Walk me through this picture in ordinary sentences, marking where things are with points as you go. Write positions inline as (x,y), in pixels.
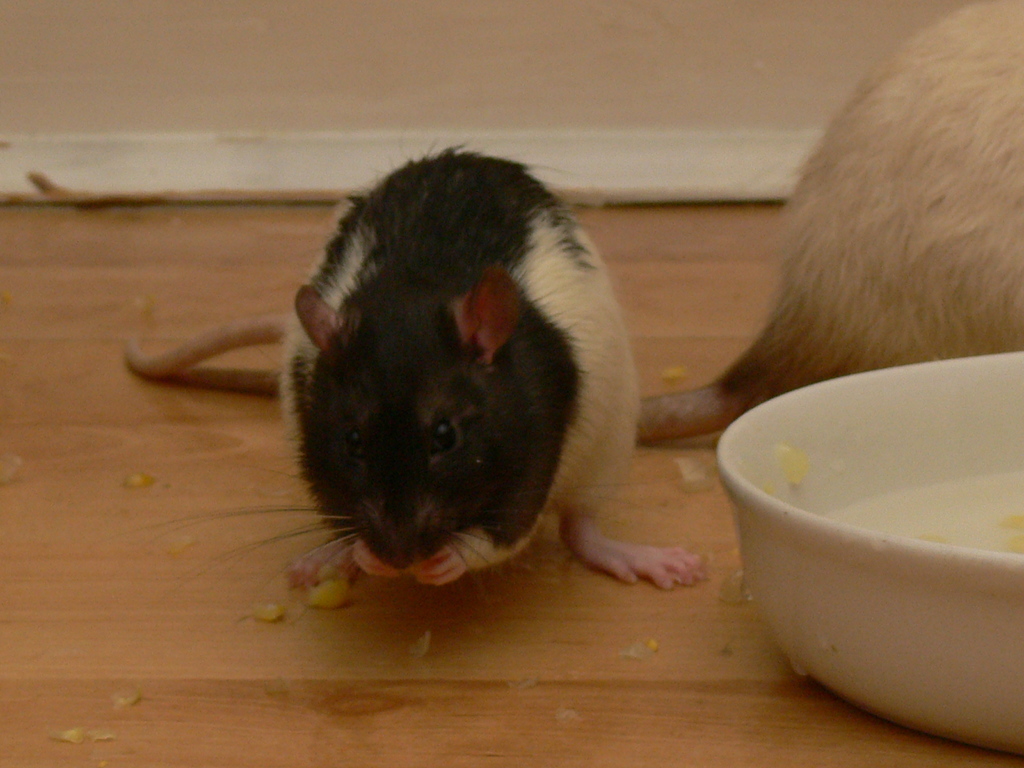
On this wooden surface (720,332) we can see rats (974,228) and bowl (940,486).
